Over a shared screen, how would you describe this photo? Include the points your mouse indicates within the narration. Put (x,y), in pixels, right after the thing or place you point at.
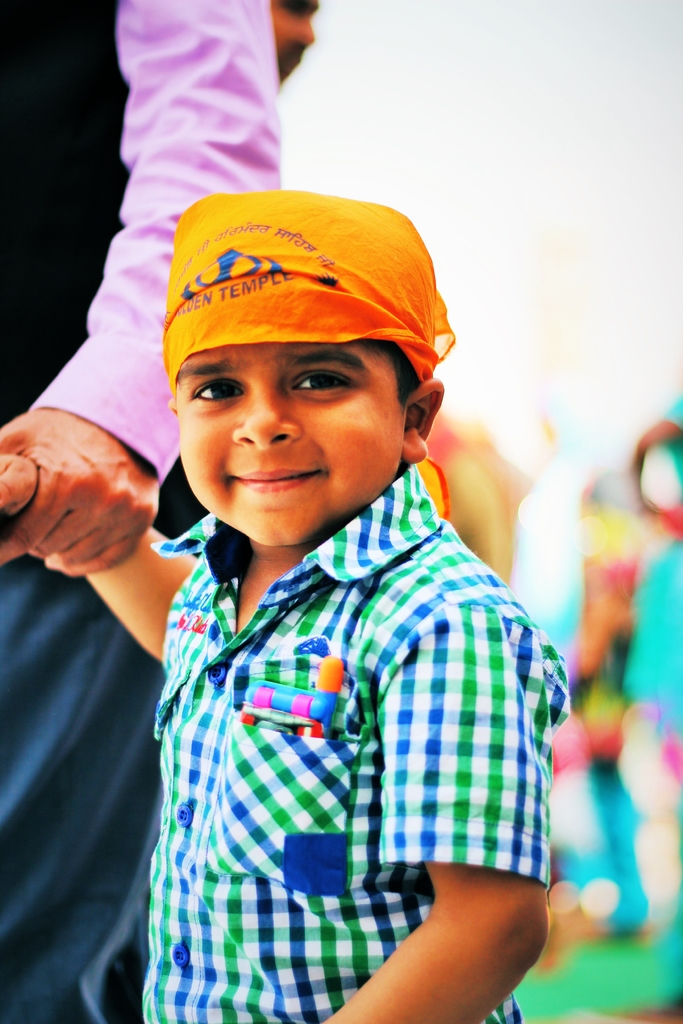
In this picture there is a small boy (281,663) wearing green color shirt (299,595) and orange cloth (287,278) on the forehead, standing in the front (258,551) smiling and giving a pose into the camera. Behind there is a man (164,173) wearing pink color shirt (117,407) is holding the boy hand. Behind there is a blur background (455,103).
